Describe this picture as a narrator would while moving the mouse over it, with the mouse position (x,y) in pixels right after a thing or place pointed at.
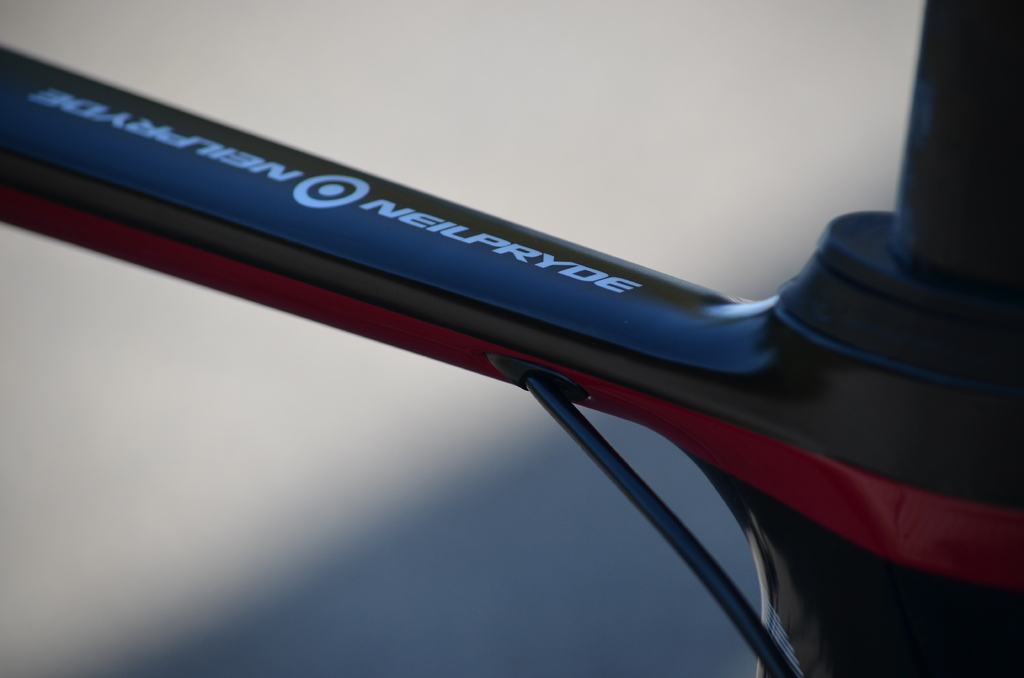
In this picture, we can see an object (437,256) and some text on it, and the blurred background (20,411).
